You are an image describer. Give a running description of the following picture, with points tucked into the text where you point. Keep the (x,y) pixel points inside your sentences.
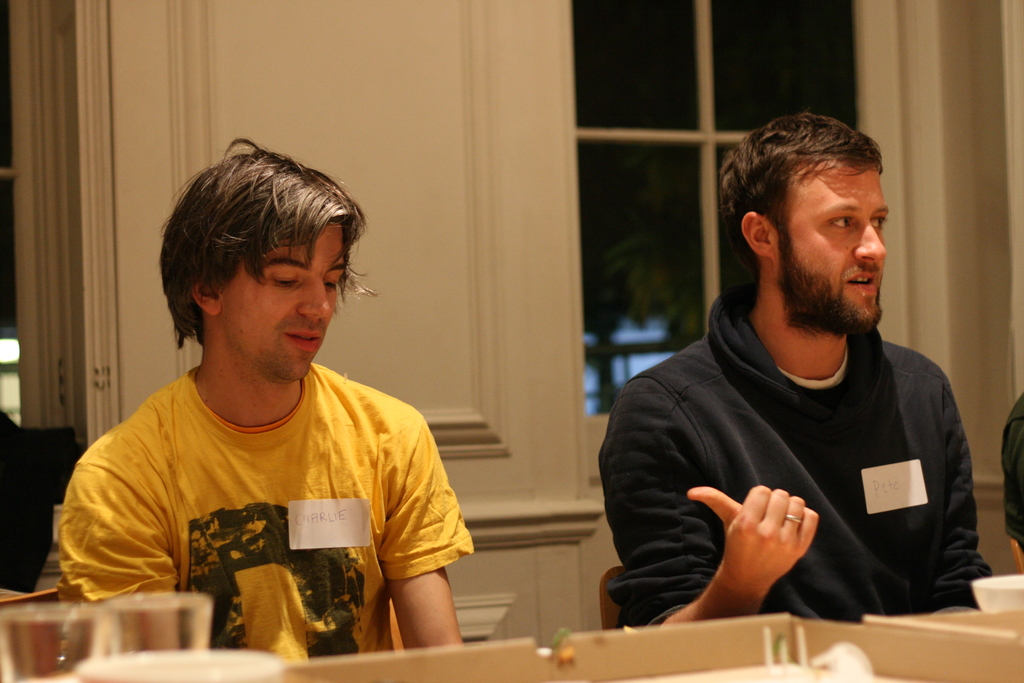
There are two persons (675,466) in this image. The person (841,468) at the right side (746,436) is showing thumbs (732,516) and the person (298,532) on the left side (254,490) is having smile on his face (275,312). In the background (392,68) there is a wall (400,83) which is white in colour and a window (672,130). In the front (167,654) there are glasses (136,629).
